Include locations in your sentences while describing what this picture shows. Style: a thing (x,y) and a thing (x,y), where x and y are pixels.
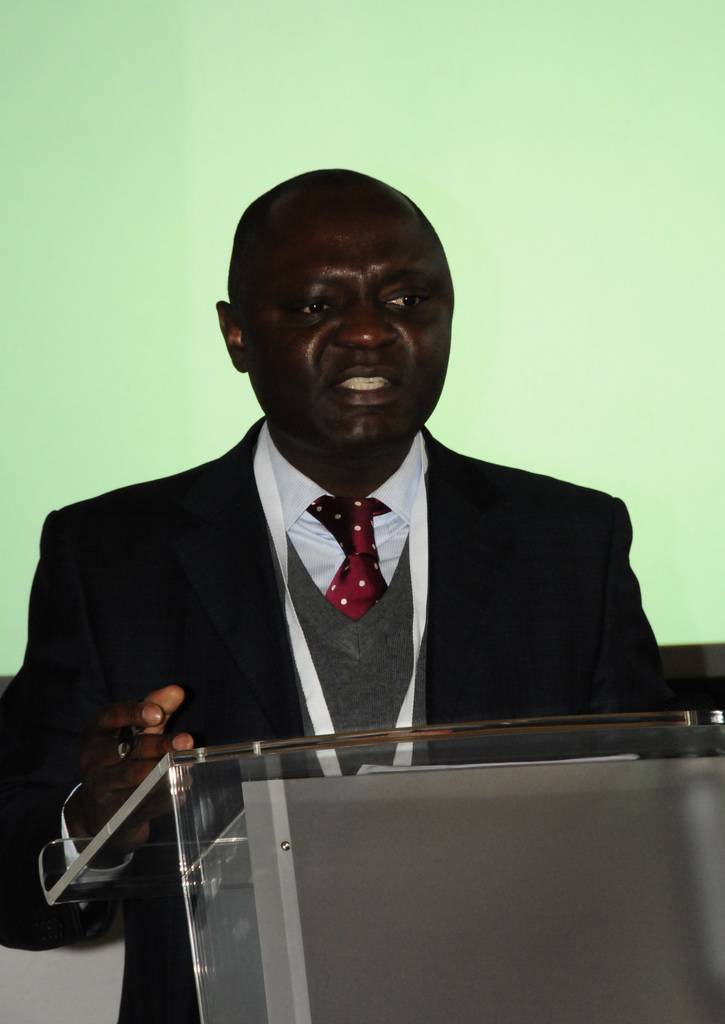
In this image we can see a man (383,504) is standing. He is wearing black and white color suit (504,585) and holding pen (123,751) in his hand (141,767). In front of him podium (374,814) is there.
